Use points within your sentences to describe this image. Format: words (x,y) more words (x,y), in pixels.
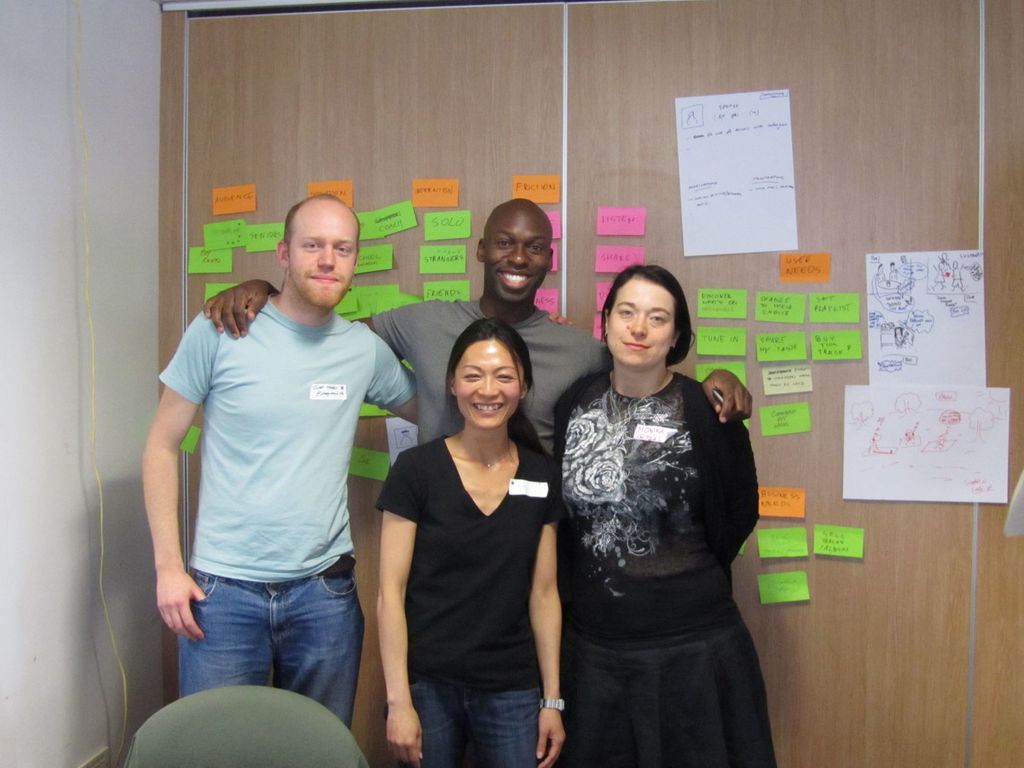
In this picture there are people (491,535) standing and smiling and we can see an object (160,725) and wire (124,671). In the background of the image (530,190) we can see posters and stickers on the board (330,117) and wall (109,87).
